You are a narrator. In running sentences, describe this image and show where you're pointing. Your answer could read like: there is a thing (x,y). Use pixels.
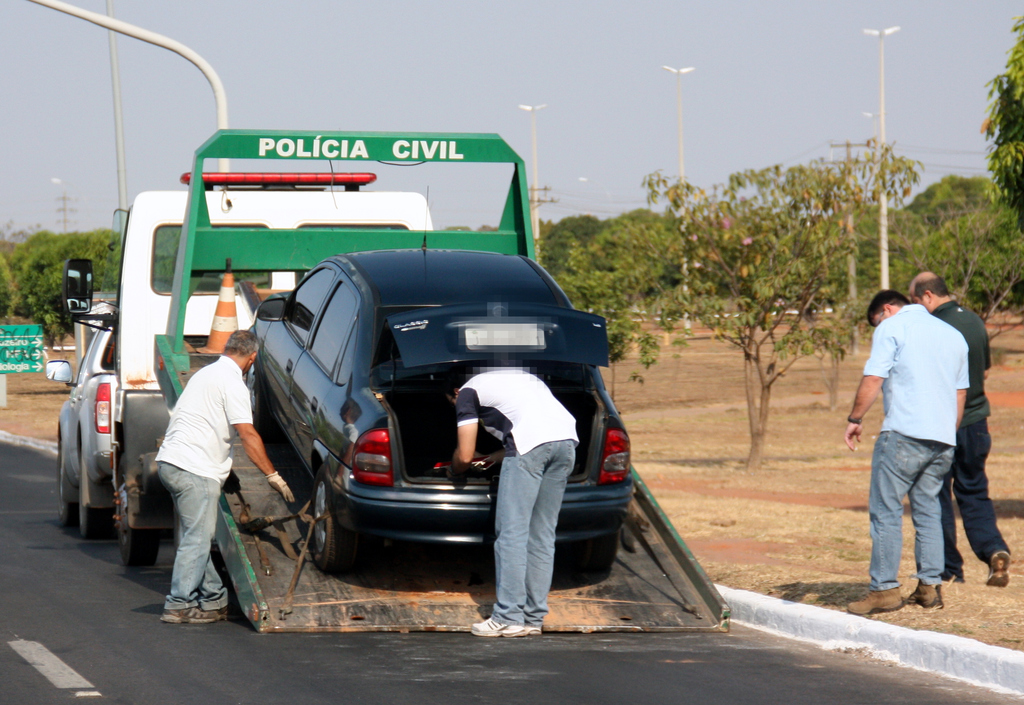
In this picture we can observe a vehicle (135,303). There is a black color car (260,419) on this vehicle (185,285). We can observe a road (391,653). There are some people (517,500) standing on the land (855,574). In the background (562,242) we can observe trees (615,286), poles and a sky (363,54).
